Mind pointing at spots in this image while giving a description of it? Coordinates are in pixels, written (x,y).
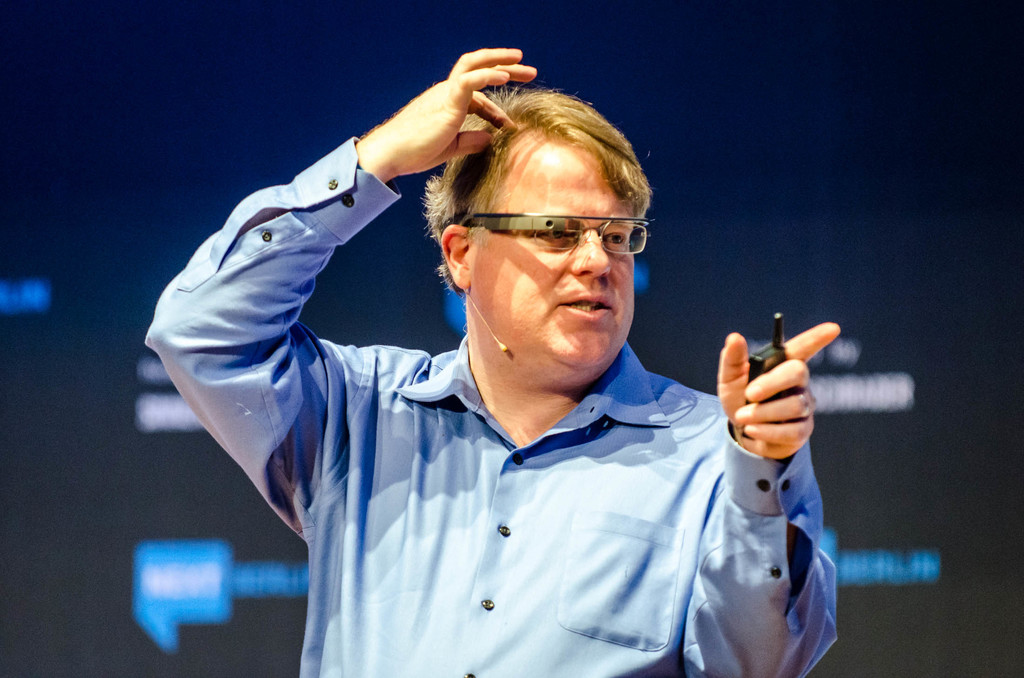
In this image we can see a person (646,393) wearing blue shirt (396,579) and goggles (605,220). He is touching his hair (490,176) with his hand (442,123) and a mobile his hand (795,388)...
